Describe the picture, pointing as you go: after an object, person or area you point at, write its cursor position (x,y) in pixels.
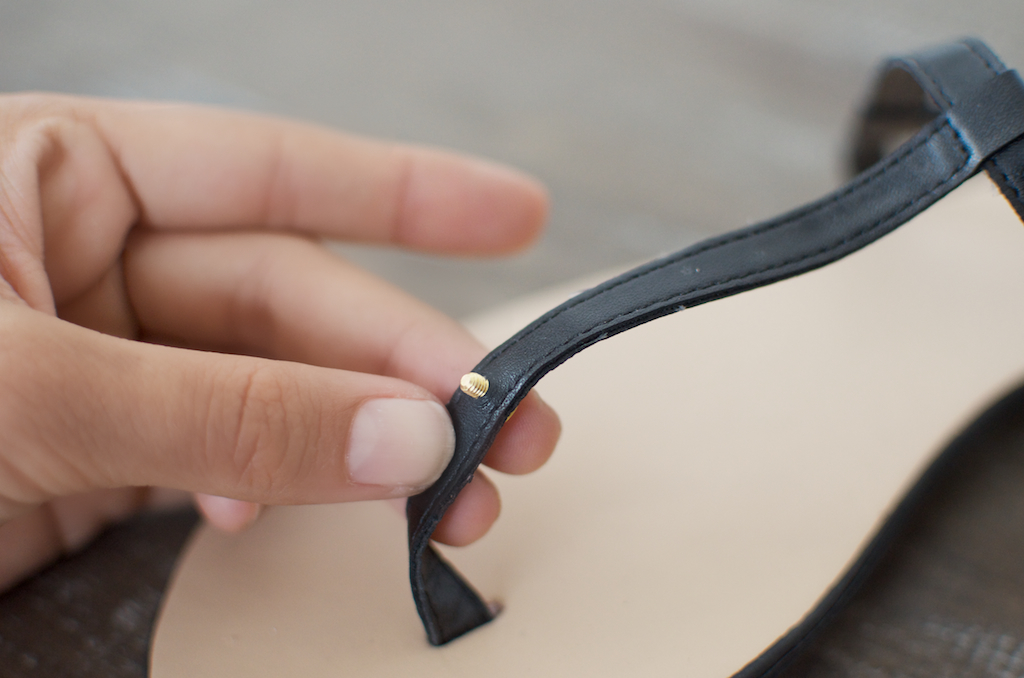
The picture consists of a person's hand (317,423) holding a black color sandal strap (753,241). The background is blurred.
